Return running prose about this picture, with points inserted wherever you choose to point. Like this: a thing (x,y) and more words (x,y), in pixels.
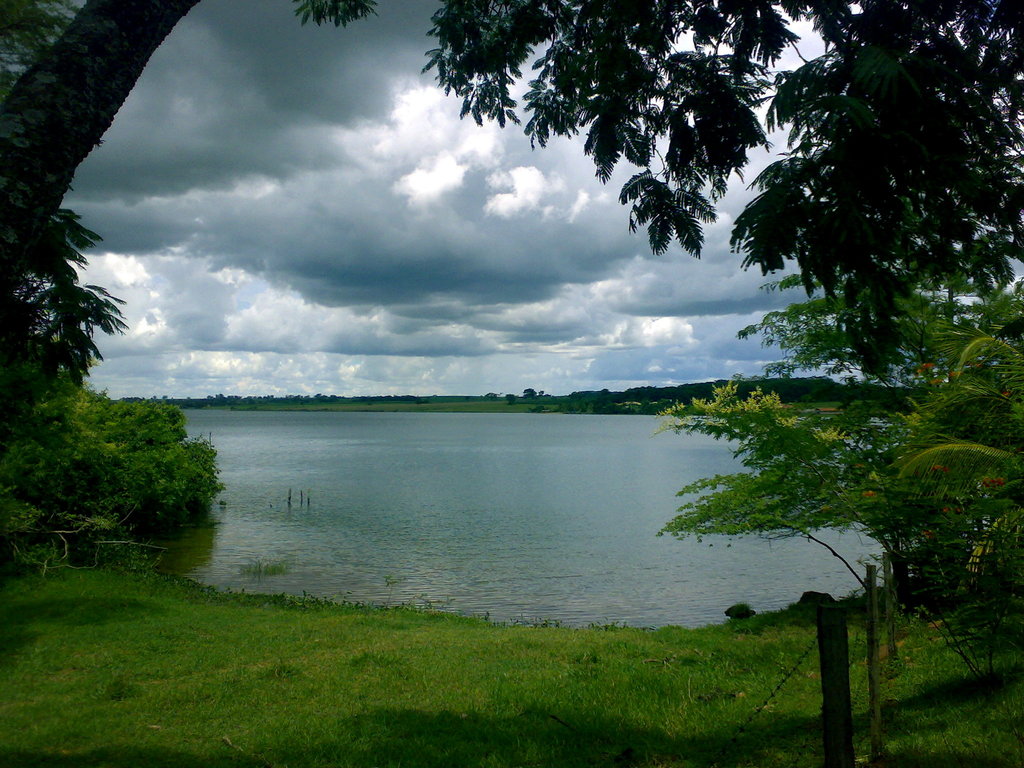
In this image I can see some grass (231,724) on the ground (256,715), few wooden poles (875,693), few trees (980,432) which are green in color and the water (422,470). In the background (442,401) I can see few trees (831,395), some grass (421,404) on the ground (541,401) and the sky (435,284).
